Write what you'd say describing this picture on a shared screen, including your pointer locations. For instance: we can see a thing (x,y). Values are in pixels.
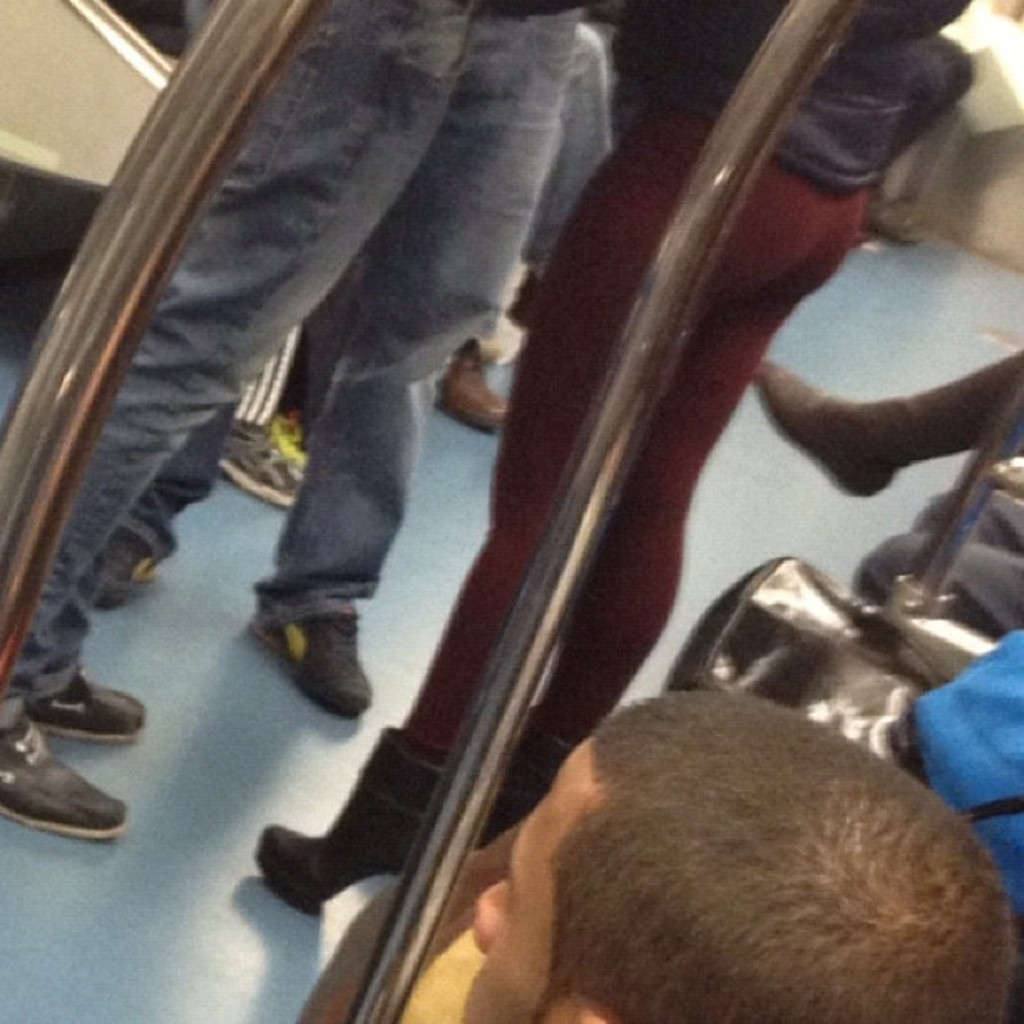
In this image I can see a group of people (654,444) are standing may be in a vehicle (727,488) and few (760,713) are sitting on the seats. This image is taken may be in a vehicle (462,467).
